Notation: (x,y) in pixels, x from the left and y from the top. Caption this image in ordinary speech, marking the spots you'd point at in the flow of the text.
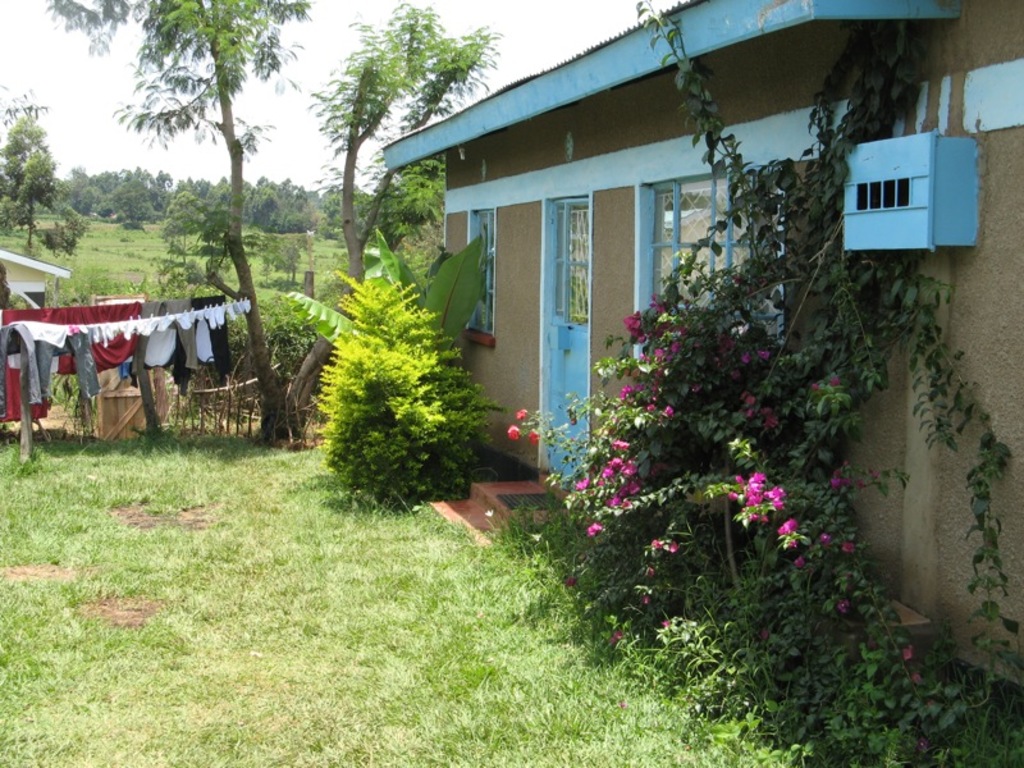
This looks like a house (560,269) with a door (557,262) and windows (681,249). This looks like a plant (746,508) with the flowers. These are the trees (255,216). I can see the clothes (57,325) hanging to the rope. This is the grass (366,652). I think this is a doormat (533,499).
